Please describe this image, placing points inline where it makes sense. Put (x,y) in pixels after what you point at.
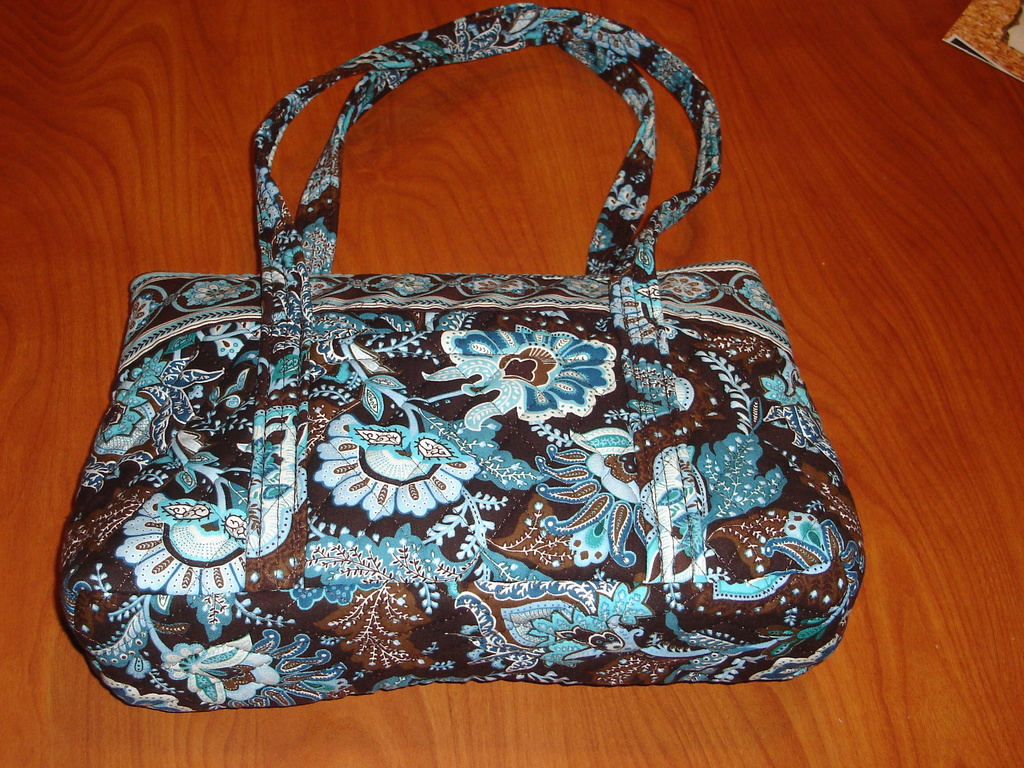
In this picture we have a table (863,495) on the table (673,708) a bag (386,423) is placed on the corner of the picture we can see a book (974,30).
